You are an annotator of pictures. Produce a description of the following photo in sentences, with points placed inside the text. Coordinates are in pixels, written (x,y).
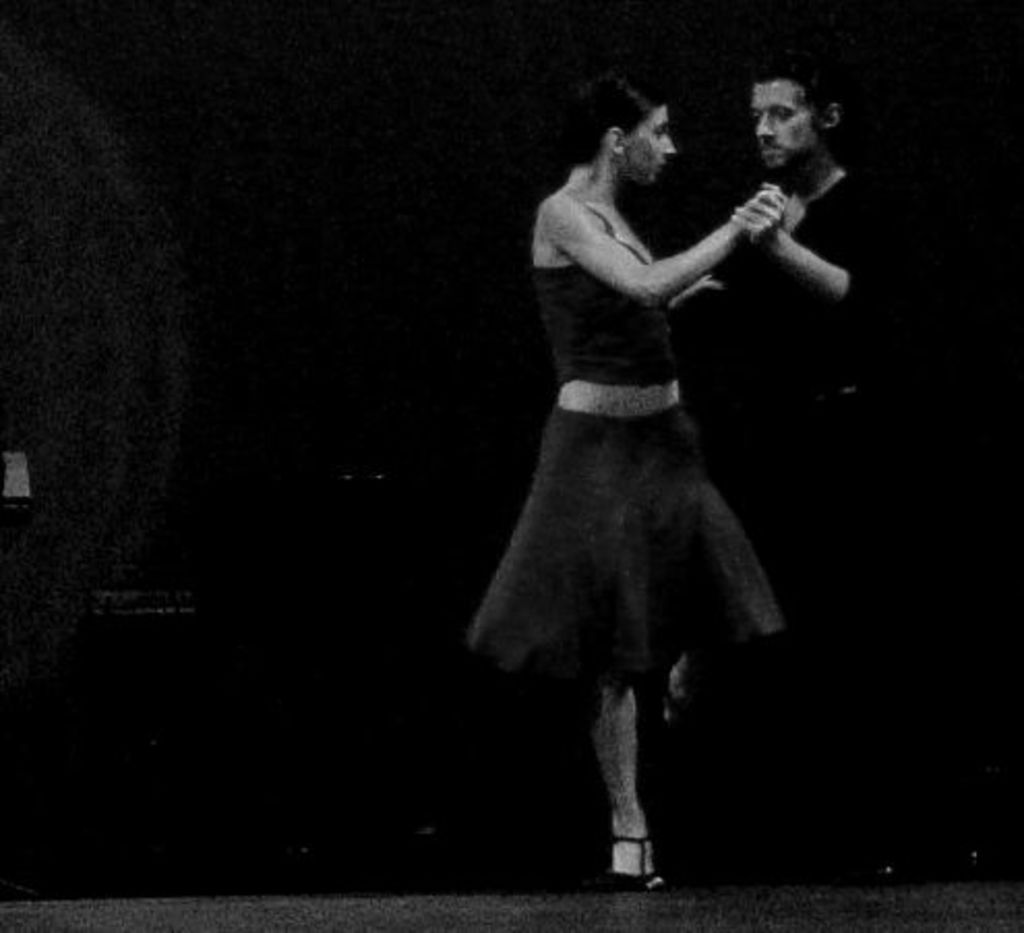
This picture shows a man (775,109) and woman (680,261) dancing holding their hands (775,214). They wore black color dress (555,355).
